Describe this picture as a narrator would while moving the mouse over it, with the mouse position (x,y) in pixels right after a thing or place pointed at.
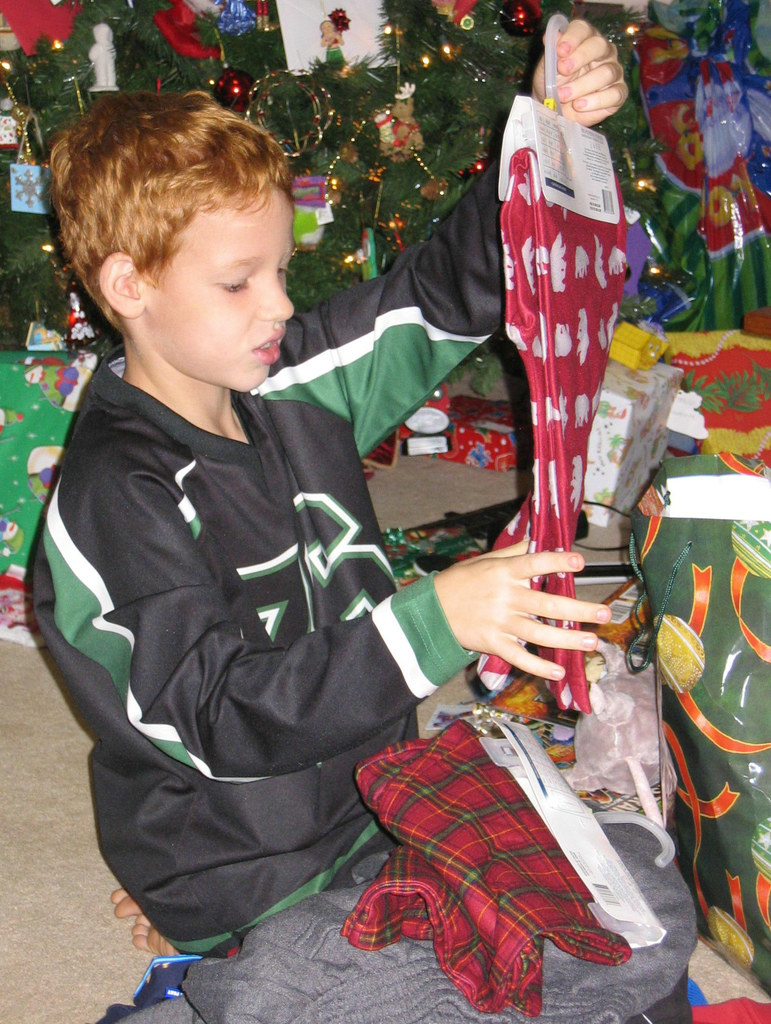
In this image we can see a boy (217,420) sitting on the ground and holding a red cloth (542,271) in his hand (515,635). In the background (400,80) we can see decorated christmas tree (644,143) and cardboard cartons (464,444) placed on the floor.
